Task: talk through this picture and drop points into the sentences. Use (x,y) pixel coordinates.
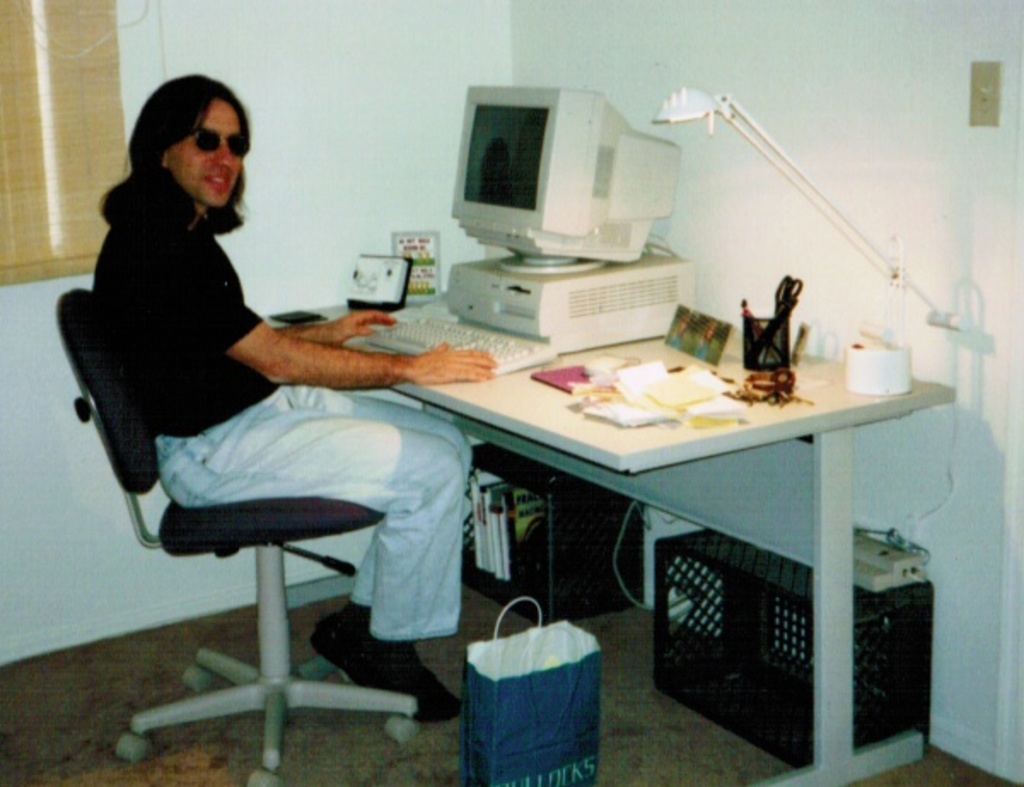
As we can see in the image there is a white color wall (336,135), a man (468,364) sitting on chair (254,510), cover (524,732) and a table (563,428). On table (698,438) there are papers (678,399), tissues (884,344), light (701,107), keyboard (449,342) and screen (550,227).
